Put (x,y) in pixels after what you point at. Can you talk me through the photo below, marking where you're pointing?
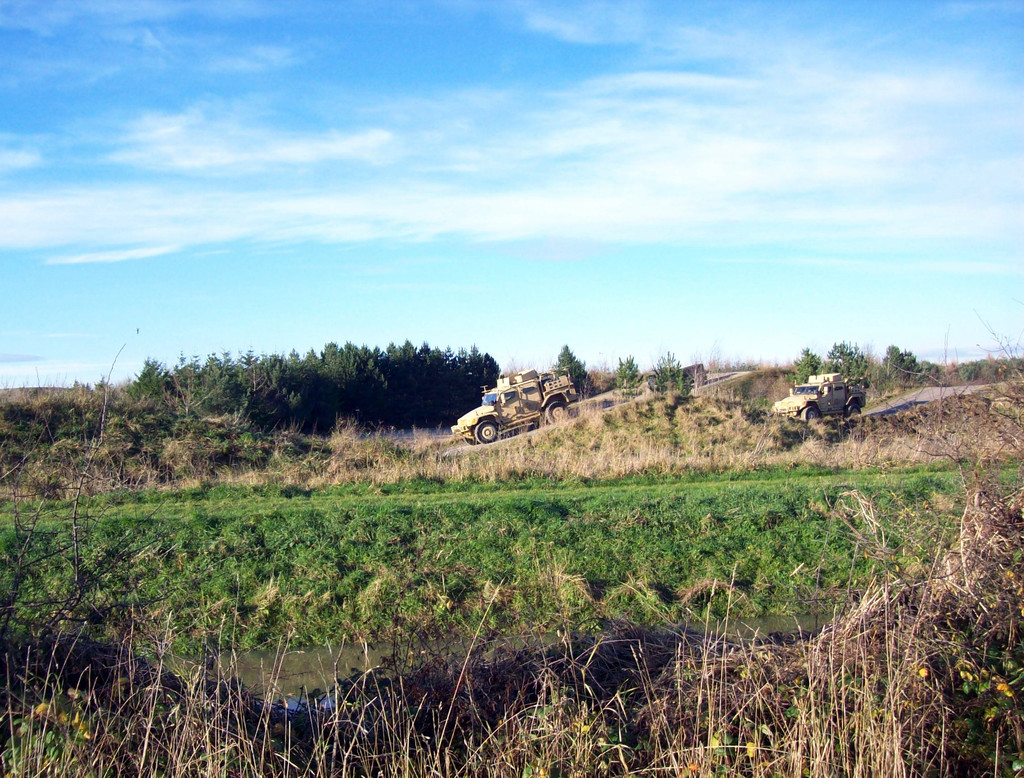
In this picture we can see few vehicles (501,431) are on the road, around we can see so many trees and grass (294,501).
